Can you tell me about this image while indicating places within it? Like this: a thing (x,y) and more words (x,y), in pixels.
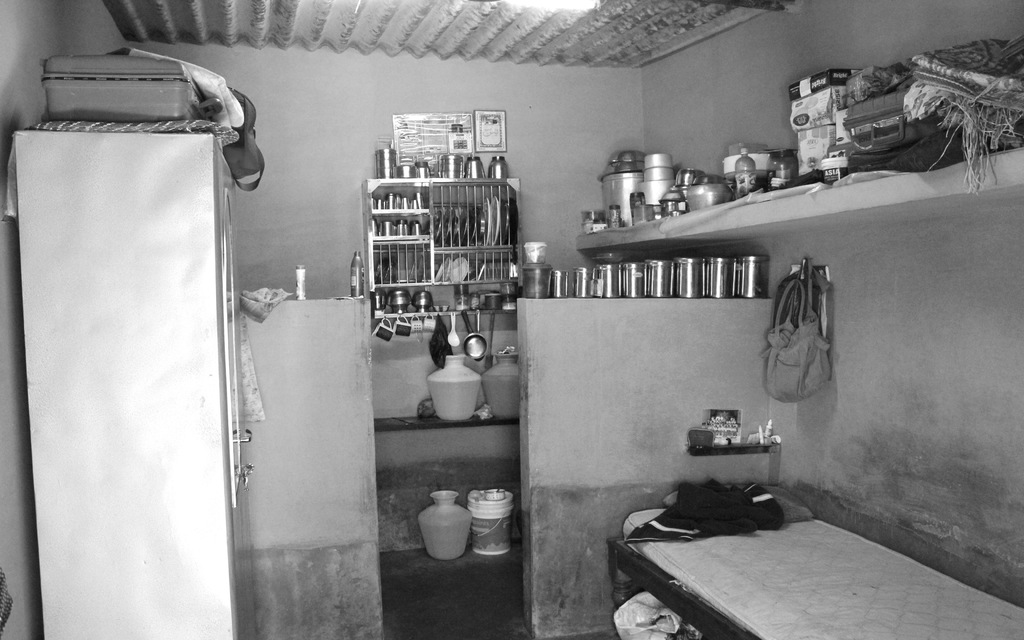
This picture is in black and white. This picture is clicked inside the room (691,348). In the right bottom of the picture (935,600), we see a bed (738,576). Beside that, we see a wall (889,445) and a handbag (825,296) is hanged to the wall (838,334). Beside that, we see steel boxes (669,272) are placed on the wall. We see many vessels (707,176) and suitcase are placed on the shelf (897,177). Beside that, we see a steel stand (425,248) in which many plates (444,228), vessels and glasses (408,234) are placed. In the middle of the picture (402,422), we see a countertop (431,429) on which plastic water vessels (462,386) are placed. Below that, we see a bucket (481,524). On the left side (218,256), we see a cupboard (189,486) and a suitcase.
